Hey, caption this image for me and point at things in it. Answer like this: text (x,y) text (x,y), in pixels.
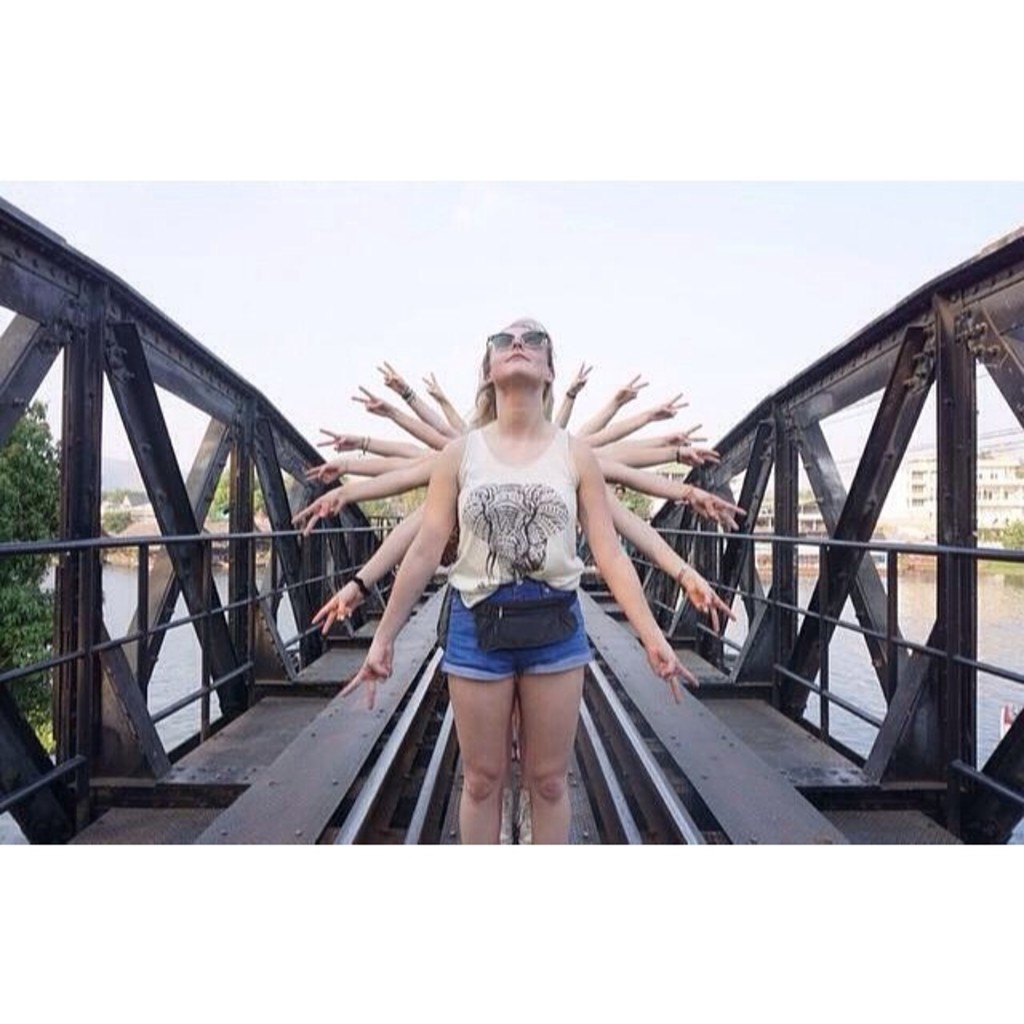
This picture shows few people (536,426) standing one at the back (696,489) in the line and we see their hands (616,460) and we see a bridge (19,381) and trees (24,450), Buildings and we see water (1008,610) and a cloudy Sky (640,328). We see a woman (524,336) wore sunglasses (497,342) and a handbag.
